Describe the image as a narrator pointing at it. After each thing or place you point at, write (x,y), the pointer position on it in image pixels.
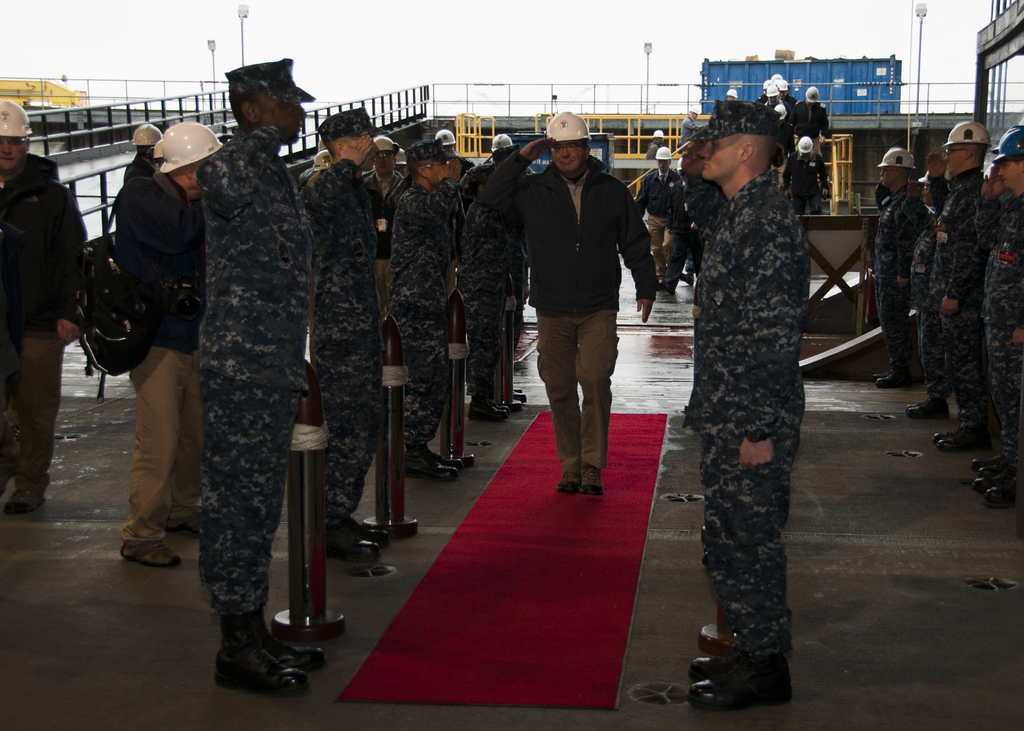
In this image we can see there are people (316,327) standing and saluting each other and the other person (600,276) walking on the mat (544,537) and saluting. At the back (391,117) we can see the bridge (92,146), railing (101,132), container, barricades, light poles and the sky (719,26).
